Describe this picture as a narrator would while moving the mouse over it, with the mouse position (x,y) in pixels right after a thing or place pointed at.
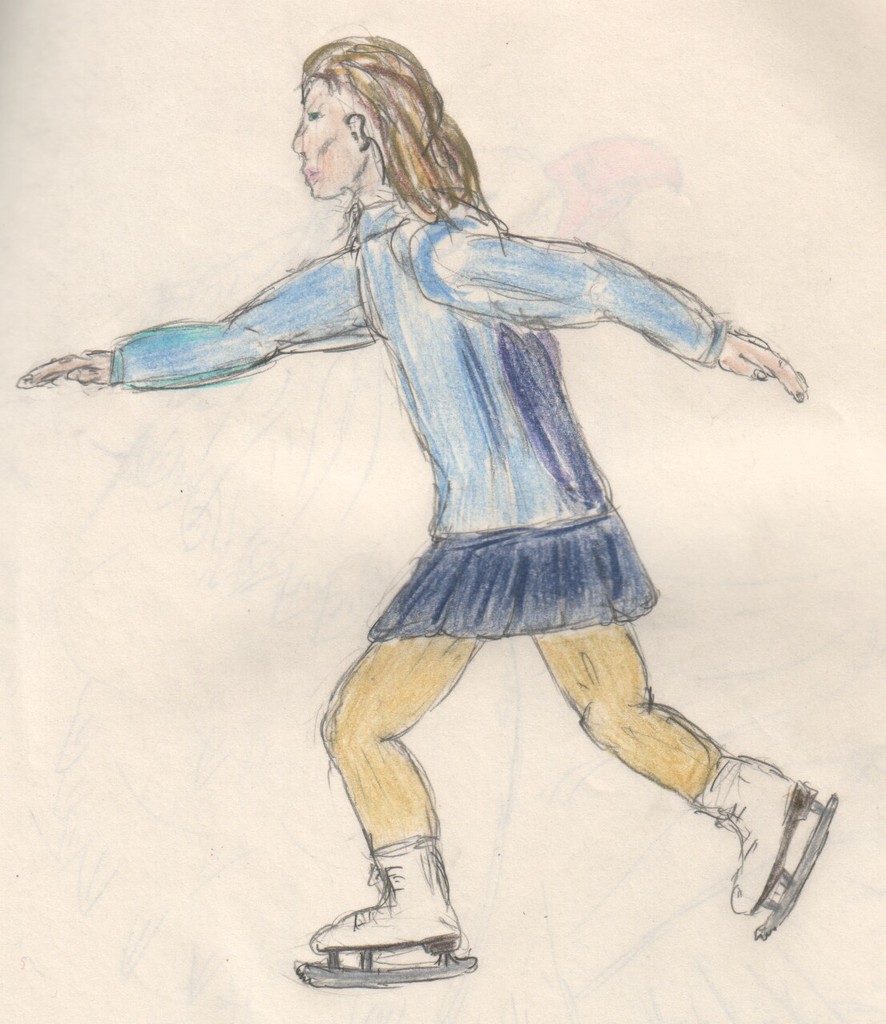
In this picture, we see the drawing (524,337) of the girl (513,336) who is skating and it is colored in blue and yellow color. In the background (201,430), it is white in color. This might be drawn on the paper (342,858).
